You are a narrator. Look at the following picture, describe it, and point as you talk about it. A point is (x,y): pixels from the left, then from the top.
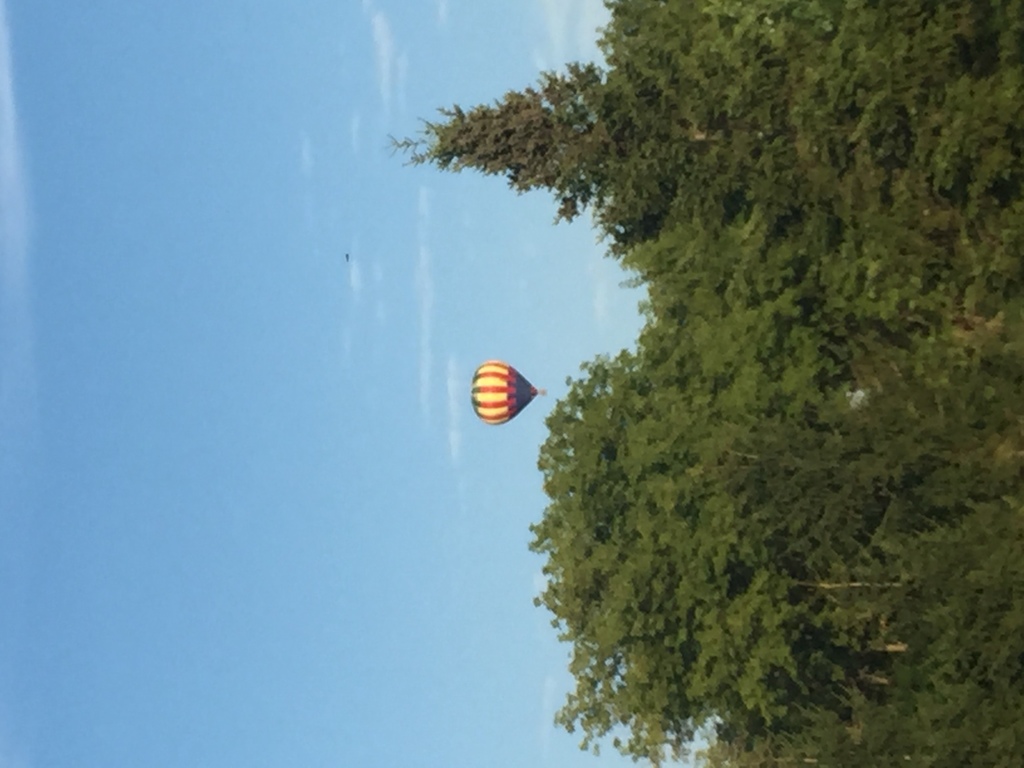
In this image we can see trees (545,492), air balloon (496,395), sky (226,423) and clouds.
